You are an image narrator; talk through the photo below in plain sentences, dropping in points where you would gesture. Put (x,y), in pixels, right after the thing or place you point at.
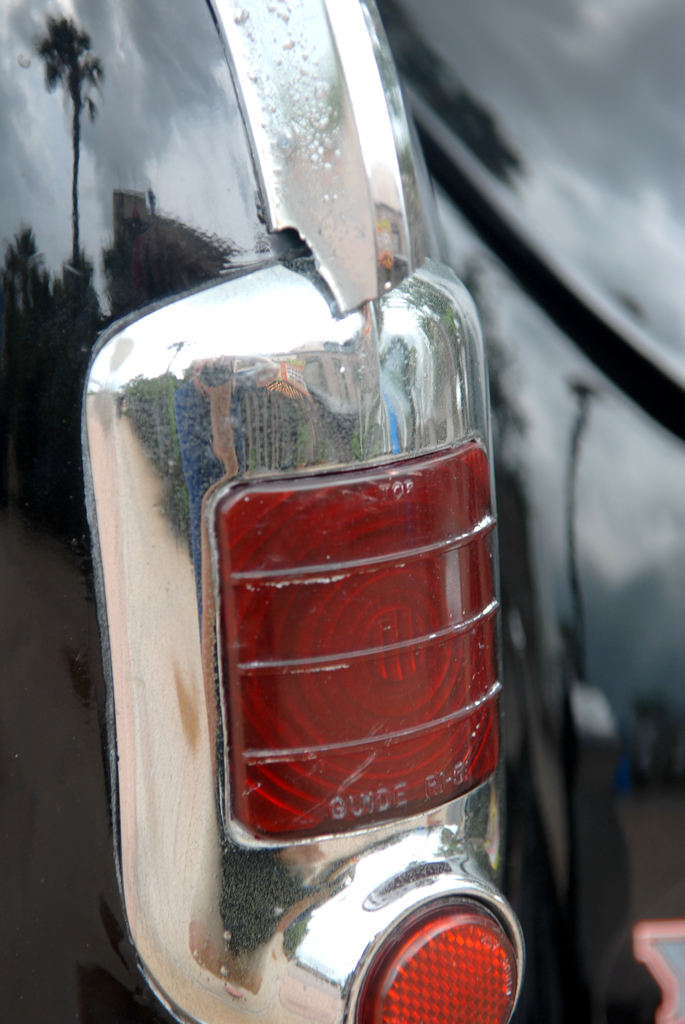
The picture consists of a vehicle (221,259), we can see the tail light (337,735) of the vehicle (335,571).
